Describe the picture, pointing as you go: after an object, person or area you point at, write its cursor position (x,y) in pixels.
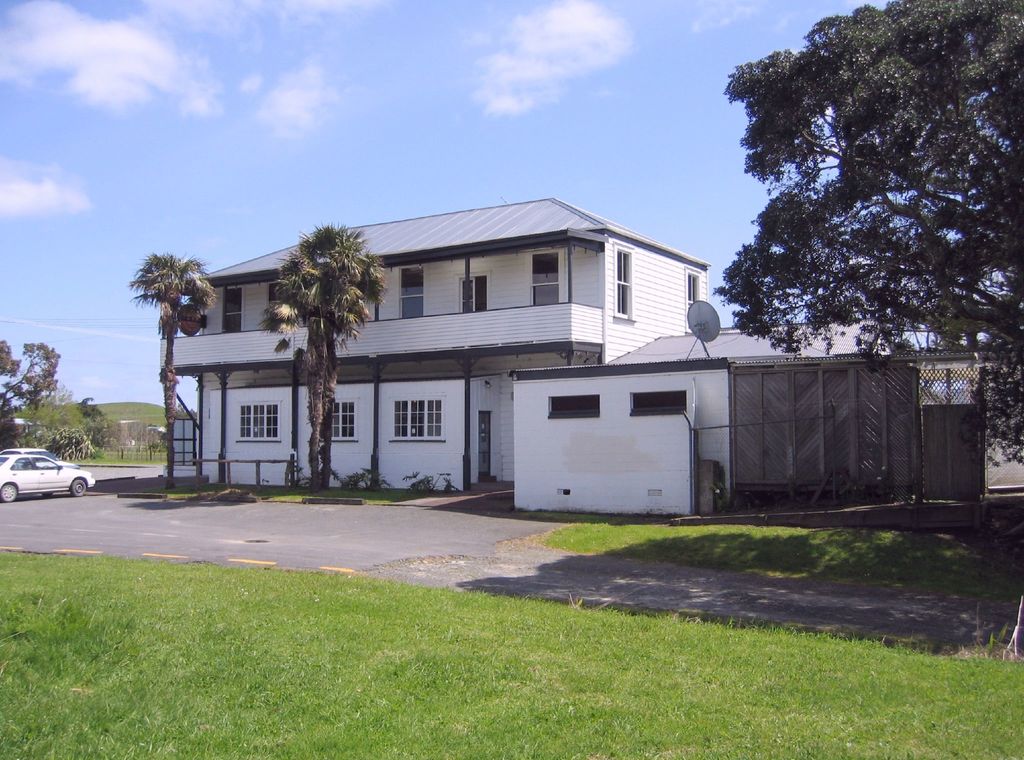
In this image there is grass (285,673) at the bottom (295,689). There are vehicles (1,484), trees (83,428) on the left corner (74,482). There is a tree (947,148) on the right corner (932,163). We can see the road (357,539), there is a building (409,444) with windows (414,431), there are trees (318,449) in the background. And there is sky (280,209) at the top (376,223).
